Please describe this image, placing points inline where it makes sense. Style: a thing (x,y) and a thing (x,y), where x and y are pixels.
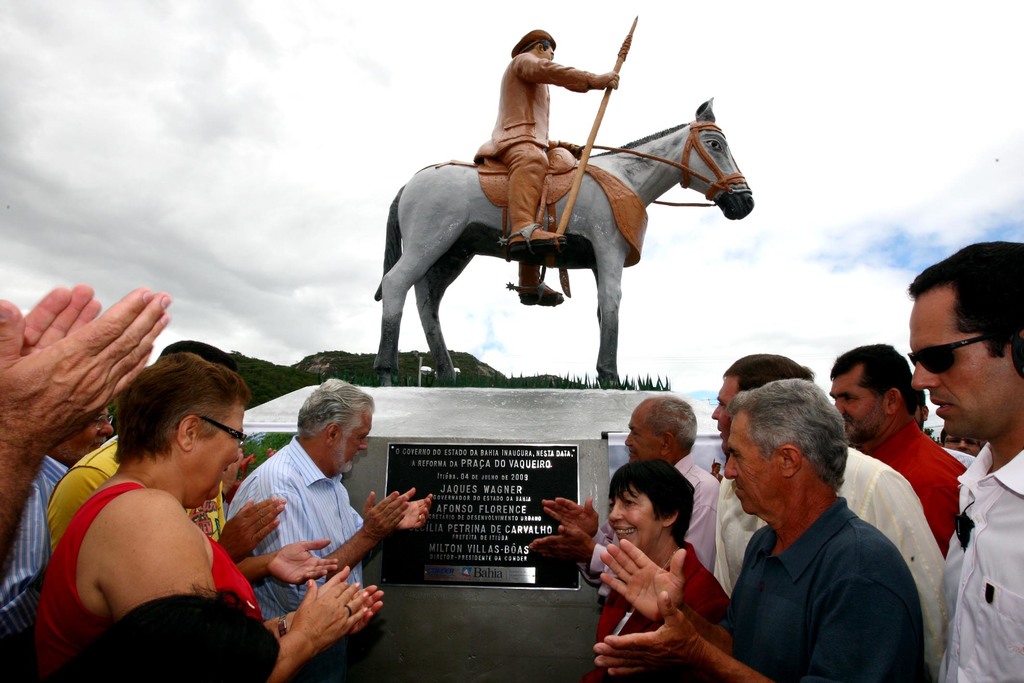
The image is outside of the city. In the image there are group of people (634,479) standing in front of a statue (538,257), on statue (509,143) we can see a man (494,136) sitting on horse (603,264). In background (278,358) there are some trees (471,367), stones (481,375) and sky (315,108) is on top (305,120).
